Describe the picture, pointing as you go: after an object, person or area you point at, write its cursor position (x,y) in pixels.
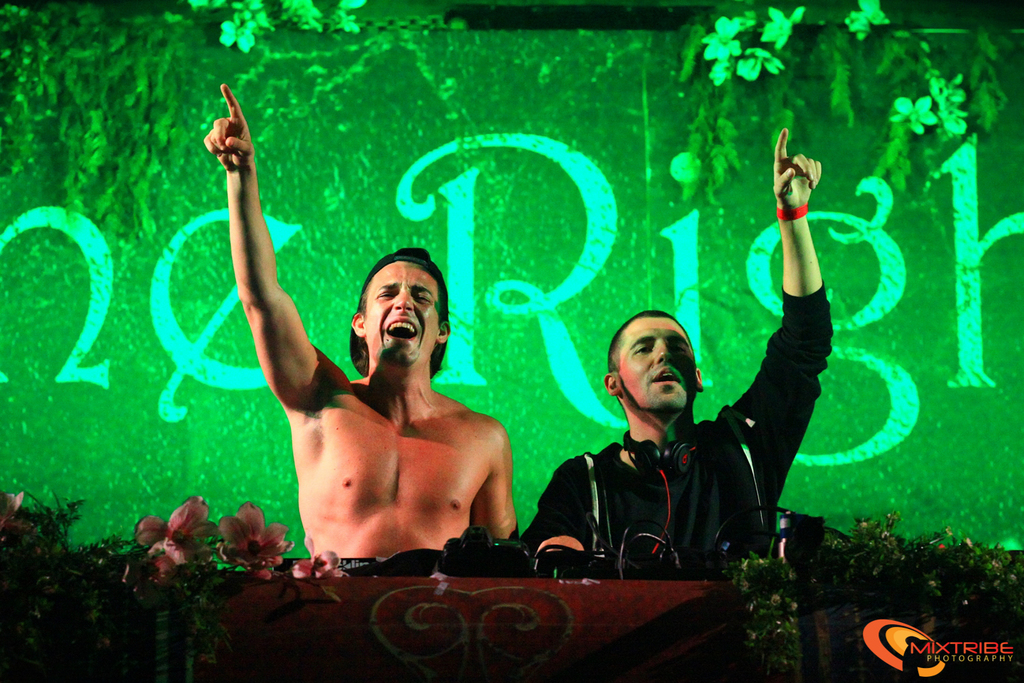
In the picture there are two men (484,496) present, in front of them there is a table (625,670), on the table (705,601) there are some gadgets (559,568) present, behind them there may be a screen (523,312) with the text (963,269), there are creepers (903,49) present.
